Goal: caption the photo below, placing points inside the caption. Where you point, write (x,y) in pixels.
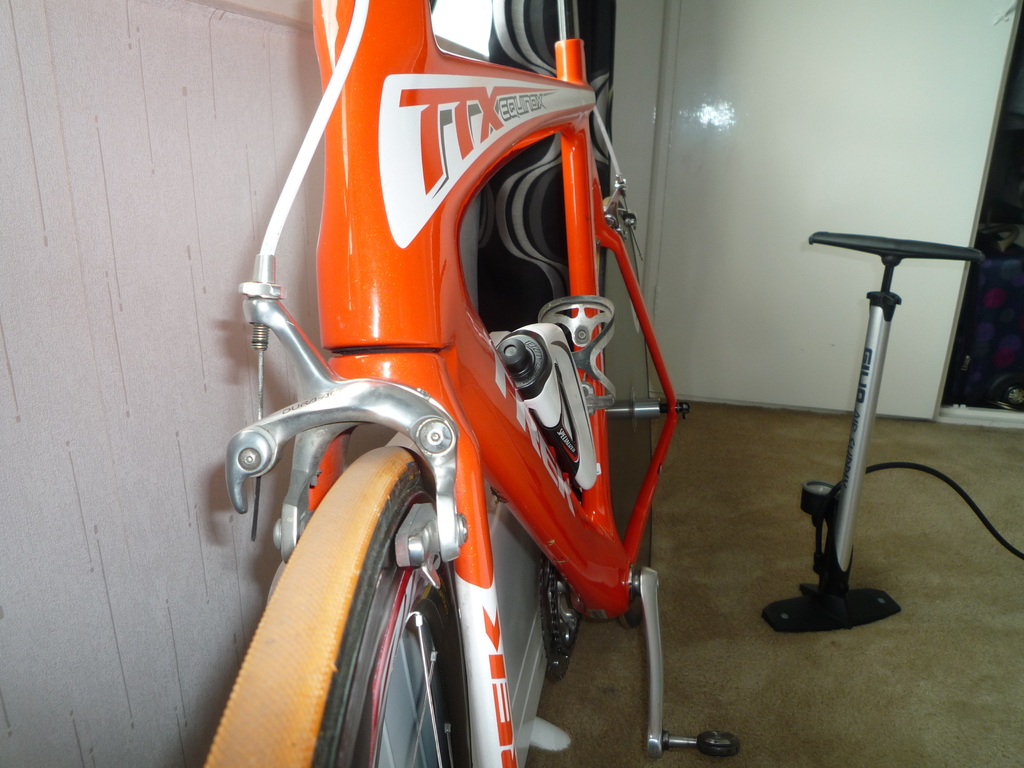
In this image I can see there is the cycle (441,310) in orange color. On the right side (862,376) it looks like an air pump (872,385).
